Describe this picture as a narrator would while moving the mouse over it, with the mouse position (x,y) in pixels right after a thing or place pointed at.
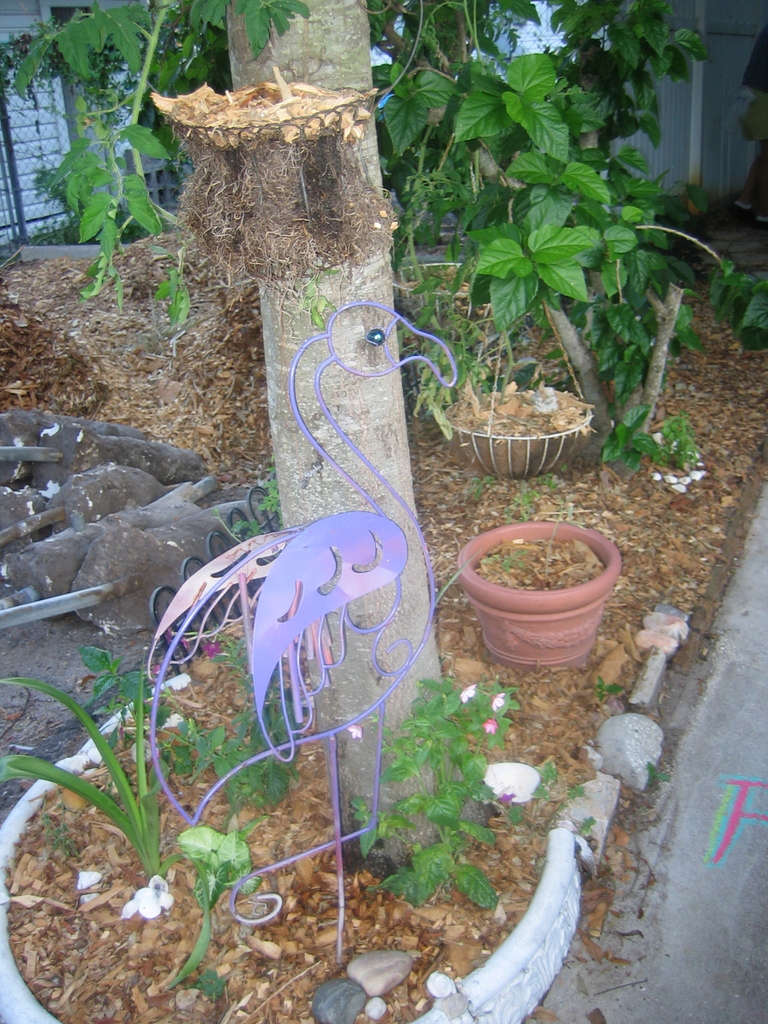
In this picture I can see there is a tree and there are few plants (228,850), soil (285,883), dry leaves (440,908) and there is a purple metal frame (284,569) of a bird (344,538). In the backdrop (613,314) there are few other plants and there is a fence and there is a building (58,100).
